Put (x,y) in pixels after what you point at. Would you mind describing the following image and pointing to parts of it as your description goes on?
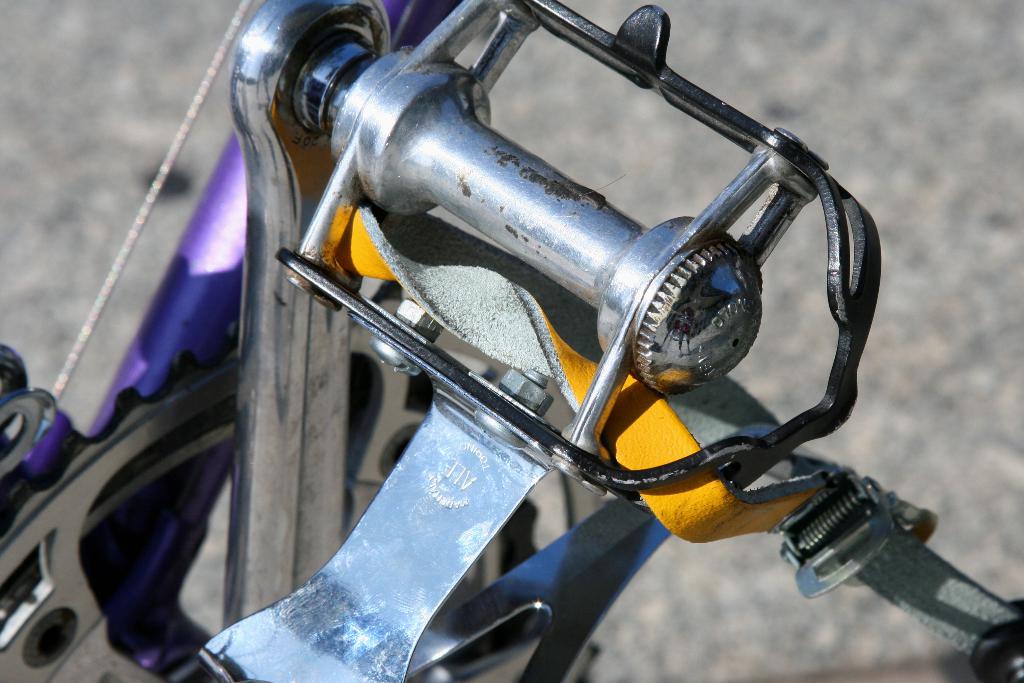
This image consists of some vehicle (483,380). It has some screws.
